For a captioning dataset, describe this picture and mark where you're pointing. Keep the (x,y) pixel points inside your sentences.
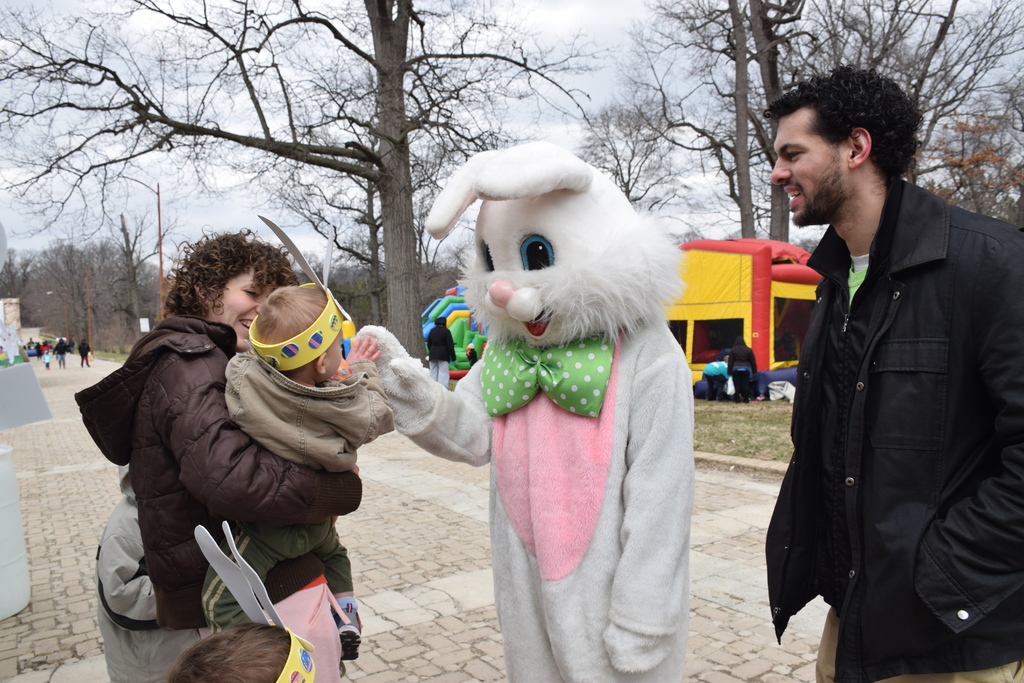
In this picture we can see some people (922,425) are standing in the front (922,425), a person (621,496) in the middle (640,444) is wearing costume (558,438), we can see grass (723,411), an inflatable tube (706,258), few persons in the middle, in the background (153,302) there are trees (116,295), we can see the sky (327,187) at the top of the picture (345,187).
